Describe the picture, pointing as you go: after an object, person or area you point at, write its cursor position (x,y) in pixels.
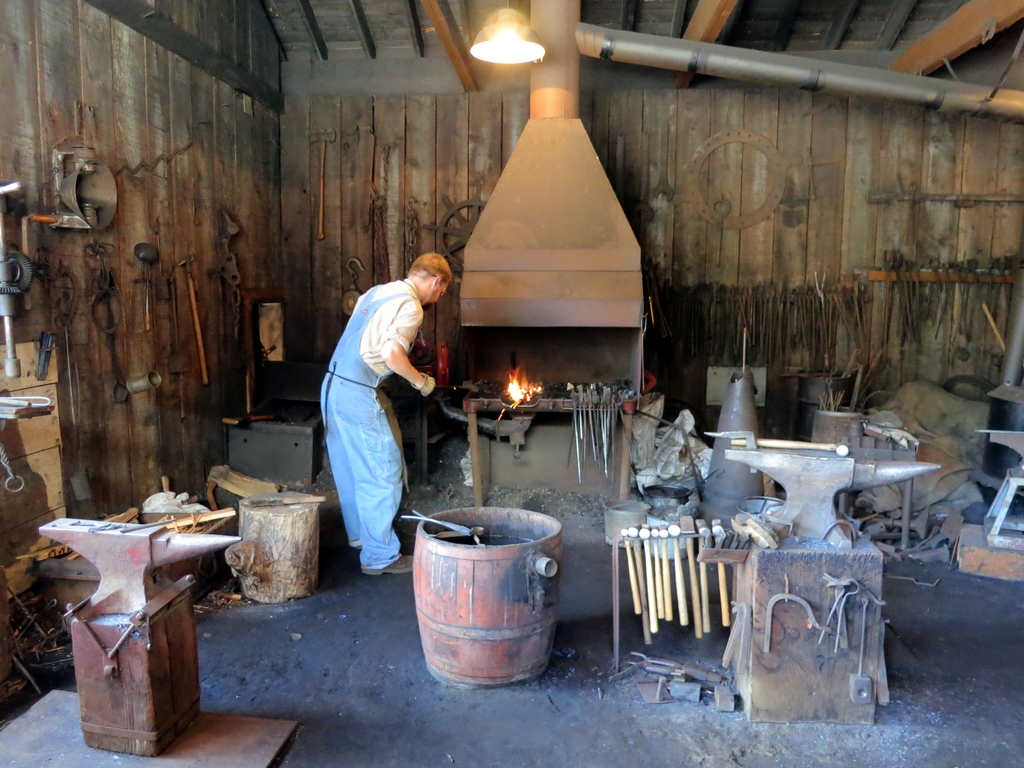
In the center of the image (358,405), we can see a person (375,388) wearing uniform (378,380) and in the background (418,357), there are some machines (509,304), axes (679,594), a fire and we can see some other objects (173,308) hanging on the wooden wall (662,228). At the top (462,61), there is a light (479,56) and some rods (722,68) and we can see some logs (244,539) and there is wood (286,529) on the floor (364,697).
